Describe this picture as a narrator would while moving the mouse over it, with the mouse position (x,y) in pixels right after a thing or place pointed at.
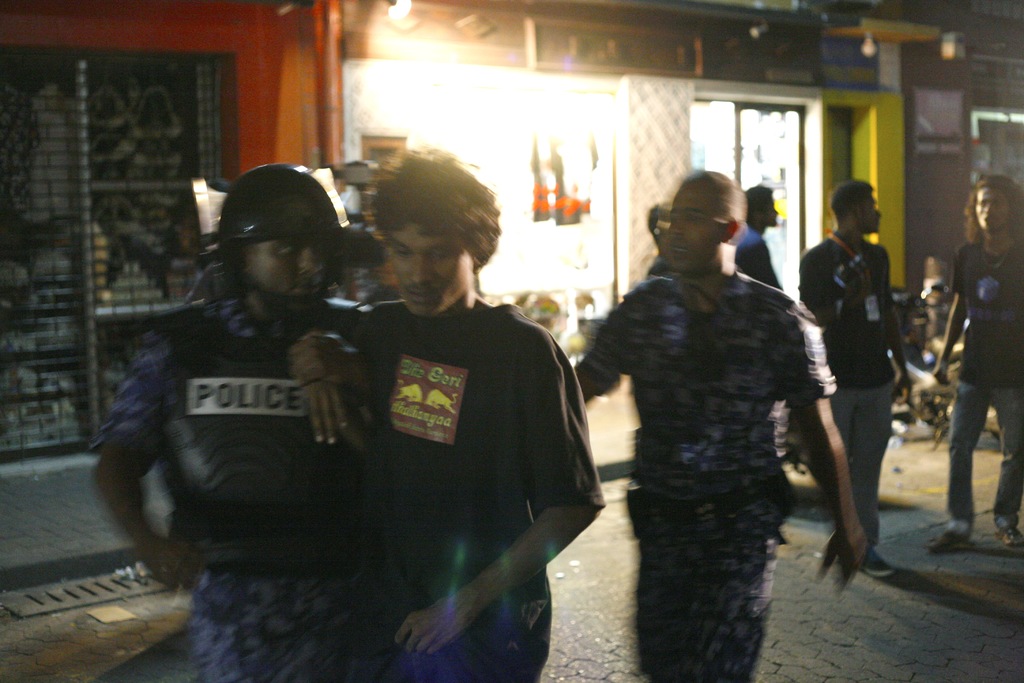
In this image we can see some people (641,530) among them some are standing and some are walking in a street (889,653). In the background (929,39), we can see a building (768,148) and we can see a motorcycle (931,366).
